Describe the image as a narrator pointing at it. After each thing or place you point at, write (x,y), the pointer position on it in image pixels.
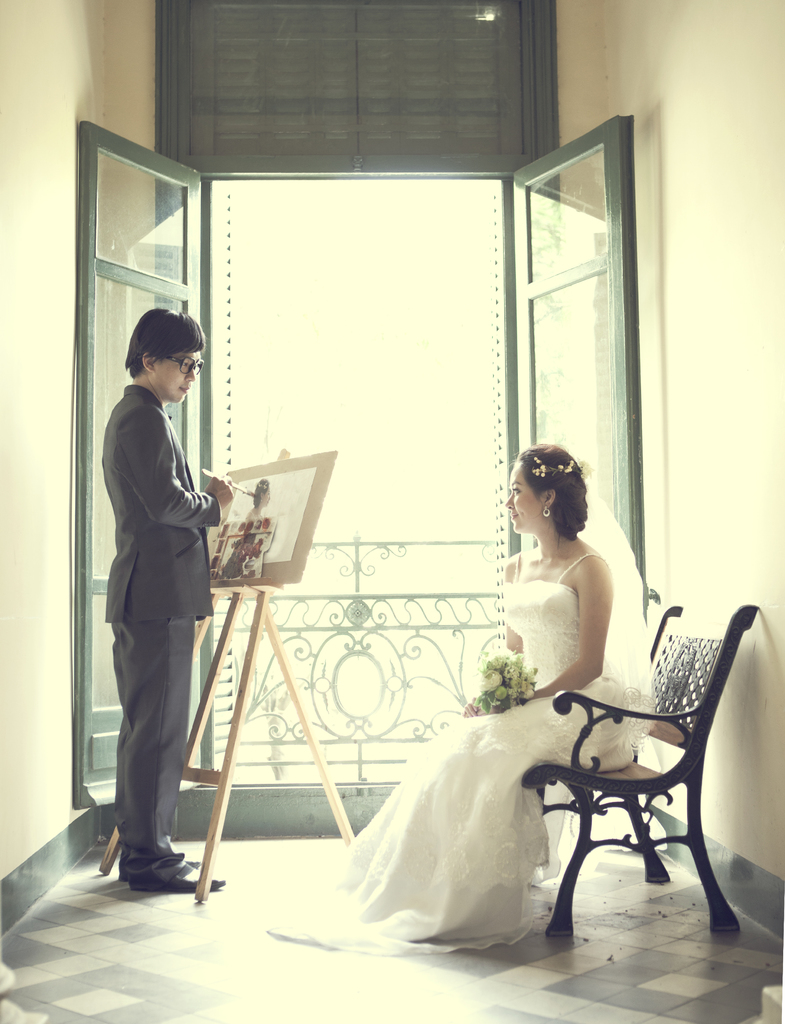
Here we can see a woman (523,552) sitting on a chair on the right side (627,750) and on the left side (161,514) we can see a person (167,473) drawing painting (230,507) of her on the chart (272,496) present in front of him and in the background (102,180) we can see doors (168,285) and balcony (463,542) present.
